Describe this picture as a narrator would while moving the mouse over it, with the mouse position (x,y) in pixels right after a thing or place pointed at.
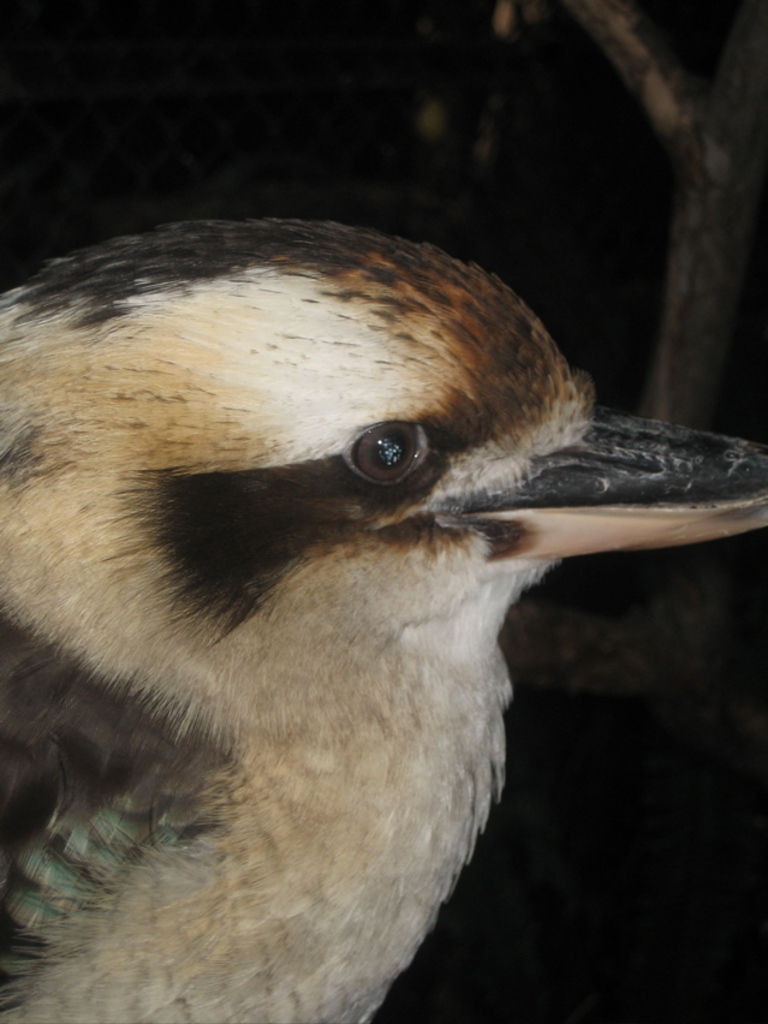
In this picture we can see a bird (152,722). Background (384,119) portion of the picture is dark.
